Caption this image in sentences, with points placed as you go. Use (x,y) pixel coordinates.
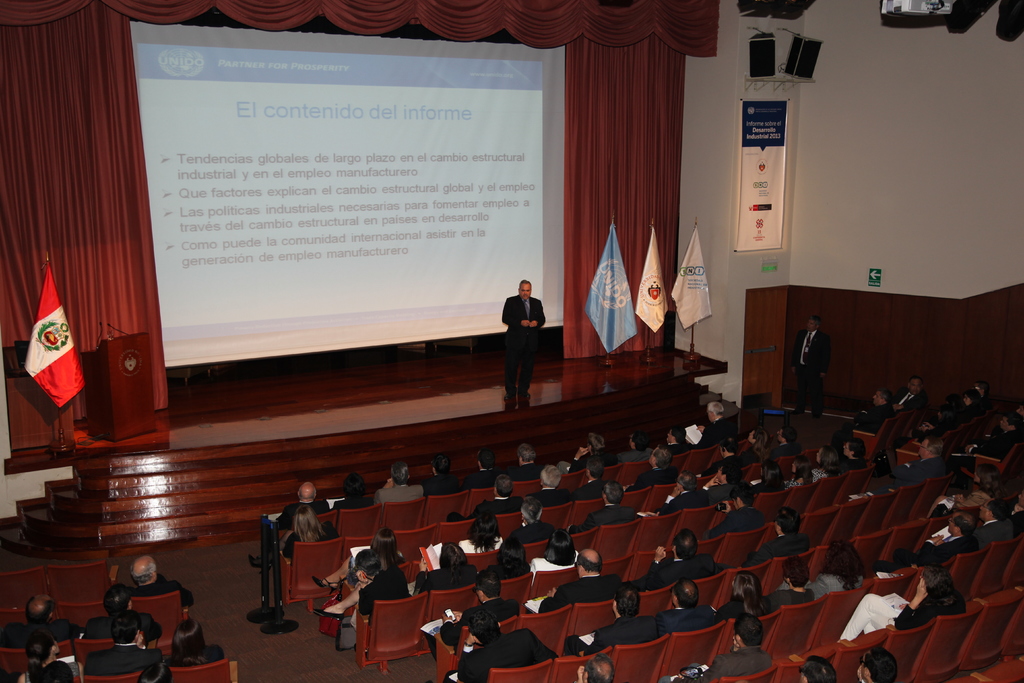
In this picture we can see some people (682,568) are sitting on the chairs (630,573), in front one person (515,359) is standing and talking, side of the person (511,380) we can see few flags (65,378) are placed, behind we can see big screen (347,147).
